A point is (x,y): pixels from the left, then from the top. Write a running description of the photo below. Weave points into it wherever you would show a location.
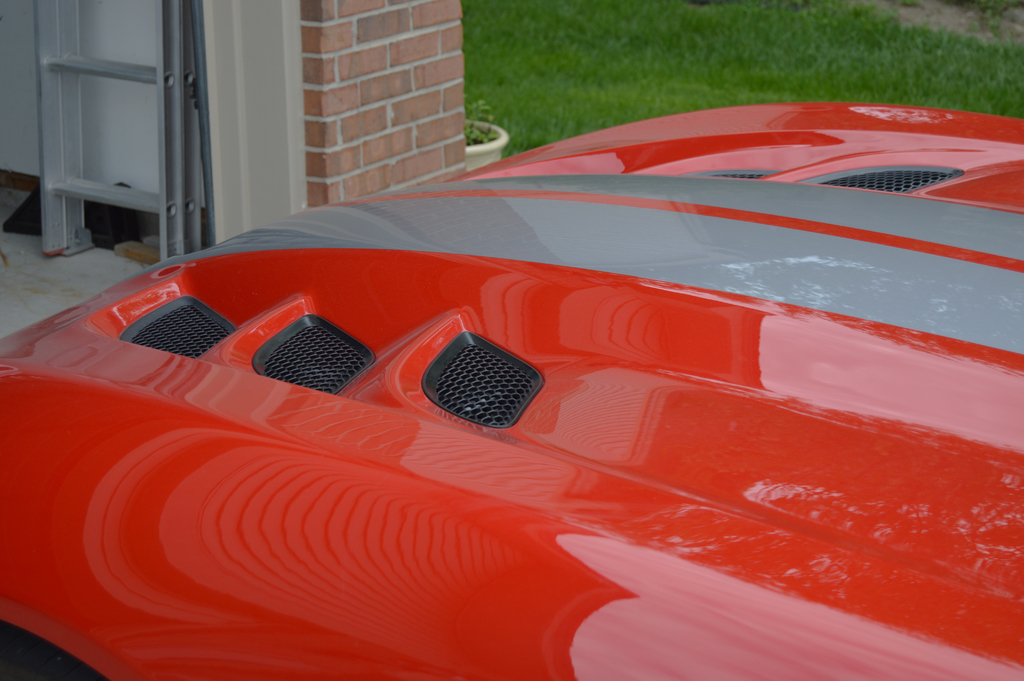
In this picture we can see a vehicle (615,592), ladder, house plant (480,109), wall (311,72) and in the background (597,41) we can see grass (726,14).
